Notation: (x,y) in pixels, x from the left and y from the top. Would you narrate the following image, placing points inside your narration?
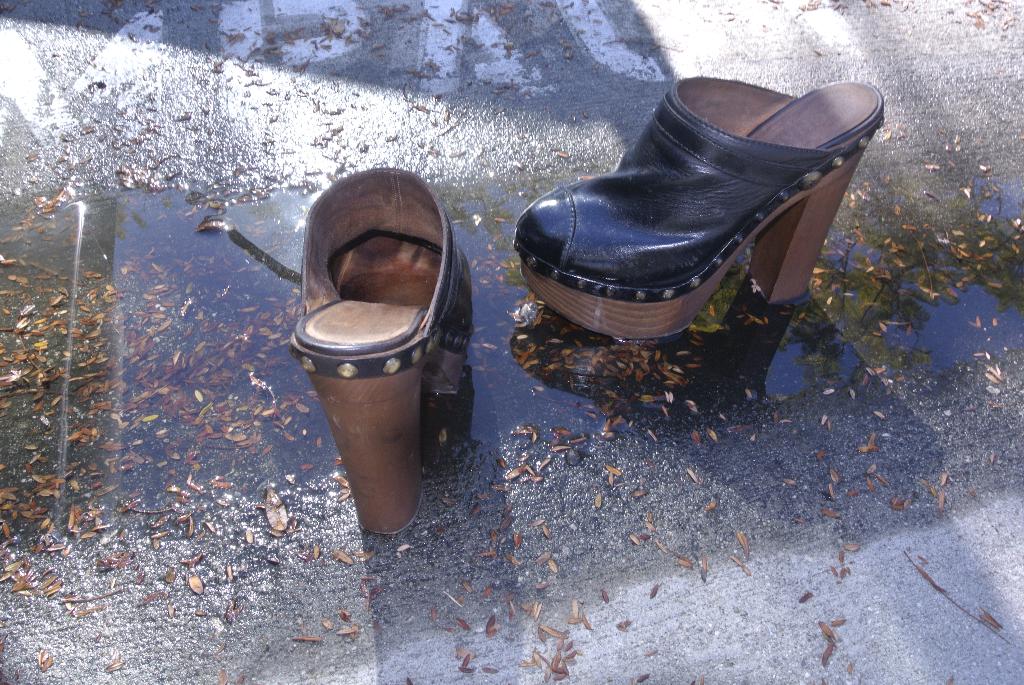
The picture consists of sandals (536,211), dry leaves (127,398) and water (640,369) on the road (455,53).
